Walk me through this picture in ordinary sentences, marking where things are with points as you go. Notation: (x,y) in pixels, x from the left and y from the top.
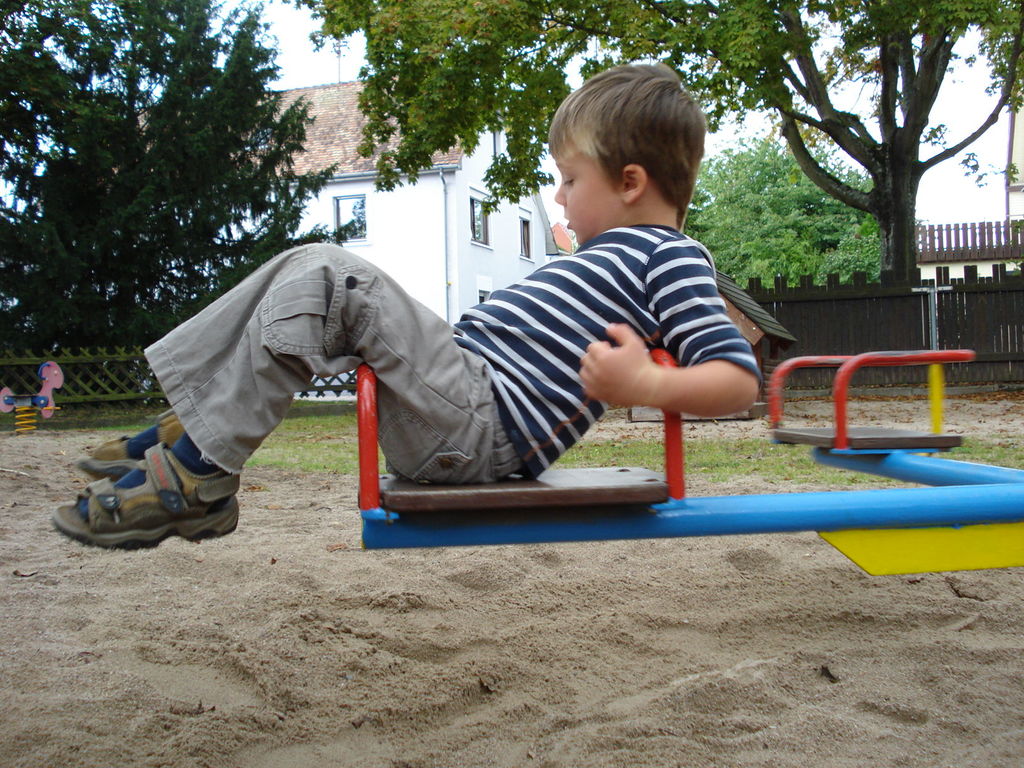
In the picture I can see a boy (504,421) is sitting on an object (570,479). The boy (579,363) is wearing a t-shirt (573,317), pant (206,386) and foot wears (129,500). In the background (405,255) I can see buildings (467,237), wooden fence (844,341), trees (247,164), the grass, the sky (287,27) and some other objects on the ground (57,593).
